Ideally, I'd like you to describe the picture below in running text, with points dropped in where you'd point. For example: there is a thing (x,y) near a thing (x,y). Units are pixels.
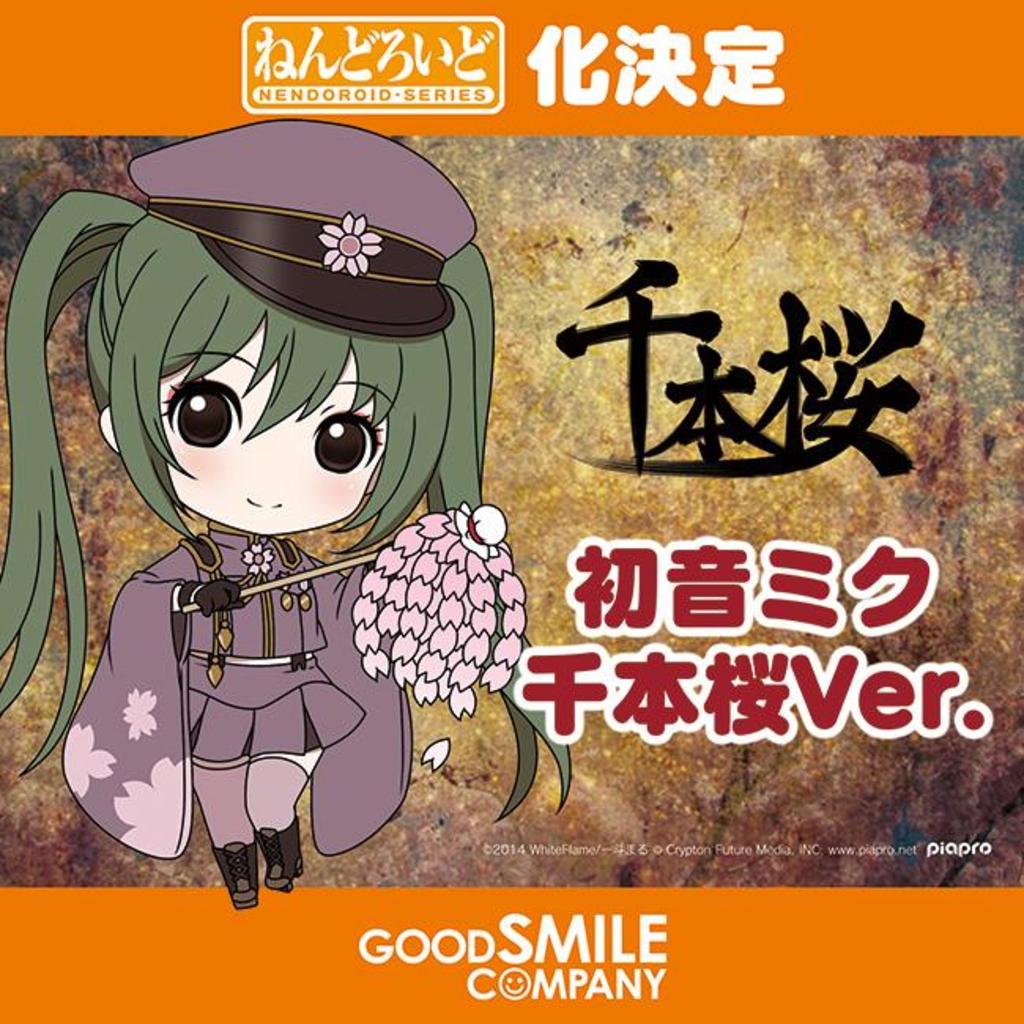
In the image we can see the poster (248,698). On the poster (315,648) we can see a girl (318,839), wearing clothes (296,681), shoes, cap (346,278) and holding a stick (265,590). Here we can see the text (609,996).
